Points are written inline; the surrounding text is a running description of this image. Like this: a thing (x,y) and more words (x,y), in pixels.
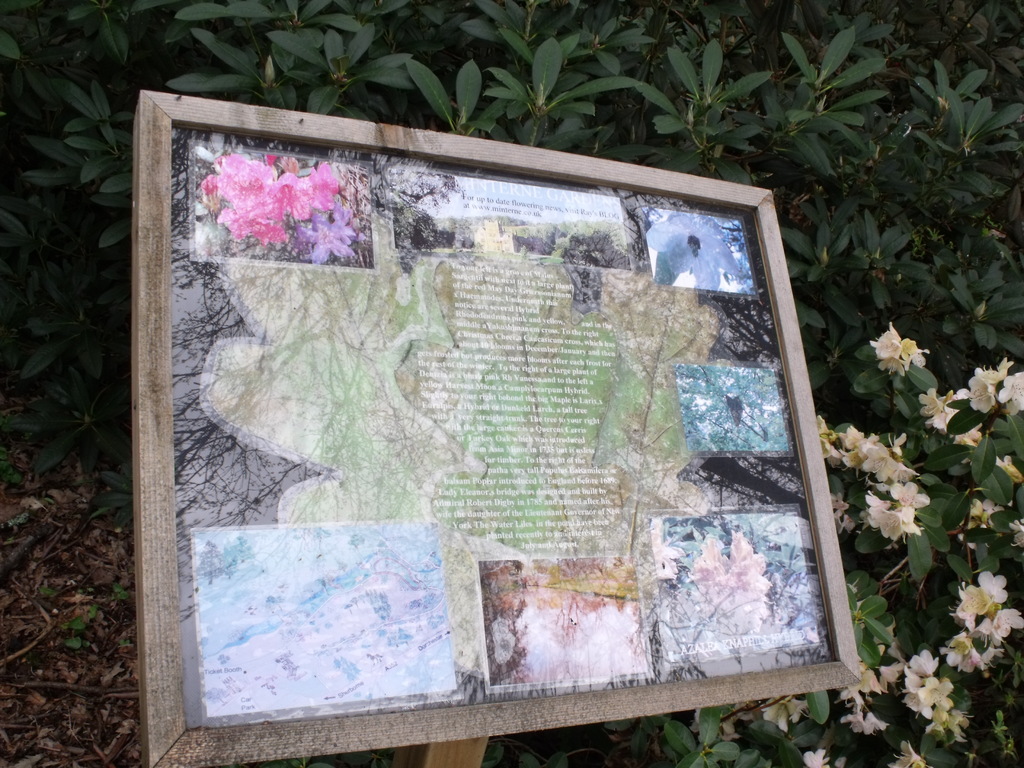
In the foreground of this image (705,455), there is a frame (460,719) and photos (544,645) inside it. In the background (968,491), there are flowers (903,475) and the plants (762,83).
